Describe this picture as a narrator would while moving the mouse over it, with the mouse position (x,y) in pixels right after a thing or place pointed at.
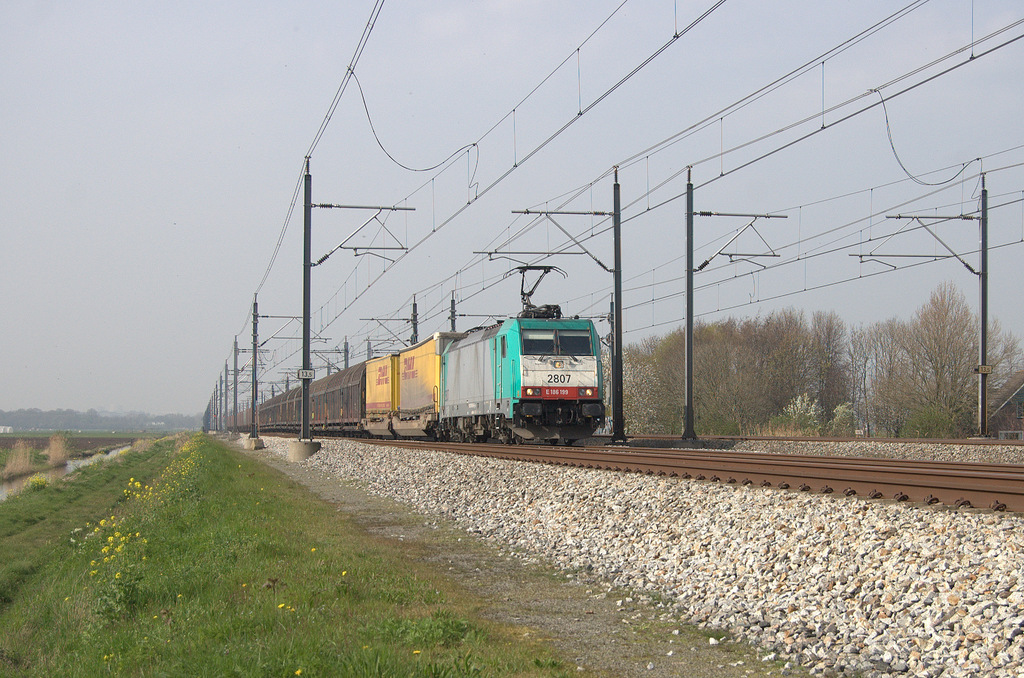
In the picture we can see the grass surface (492,664), beside it, we can see the railway track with a train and both the sides of the train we can see the poles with electric wires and beside it we can see some trees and in the background (717,219) we can see the sky (397,216).
